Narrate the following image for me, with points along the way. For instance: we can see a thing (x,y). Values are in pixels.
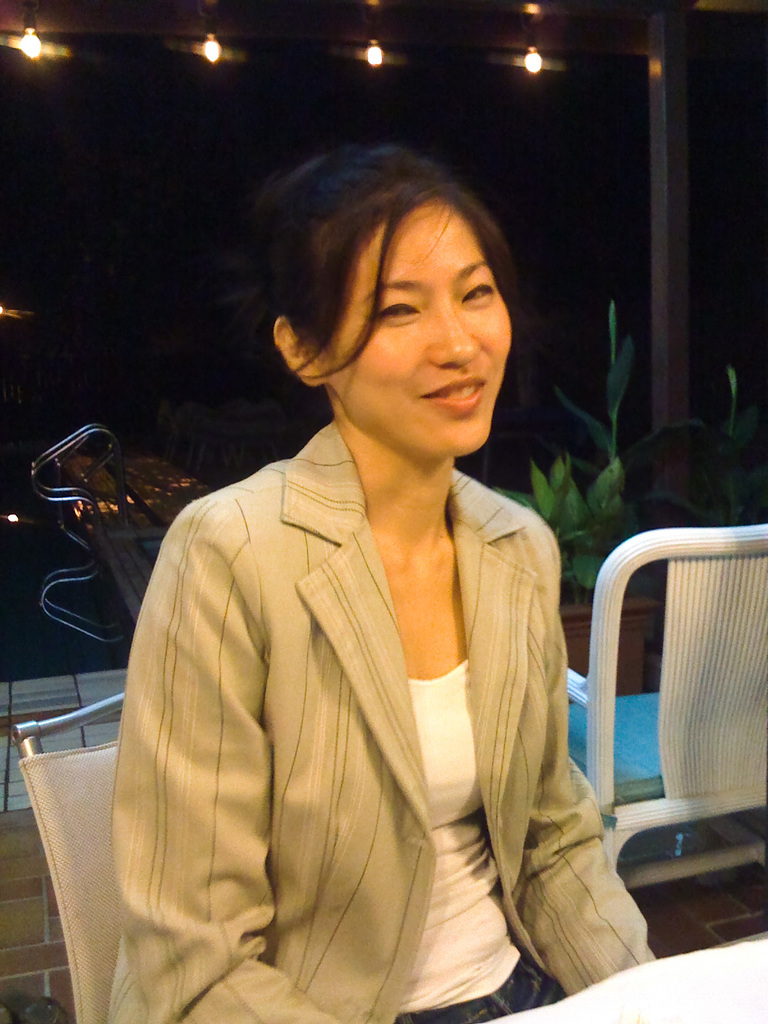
In the image we can see there is a woman (425,310) who is sitting on chair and behind her there is a swimming pool (59,551) and the swim place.
